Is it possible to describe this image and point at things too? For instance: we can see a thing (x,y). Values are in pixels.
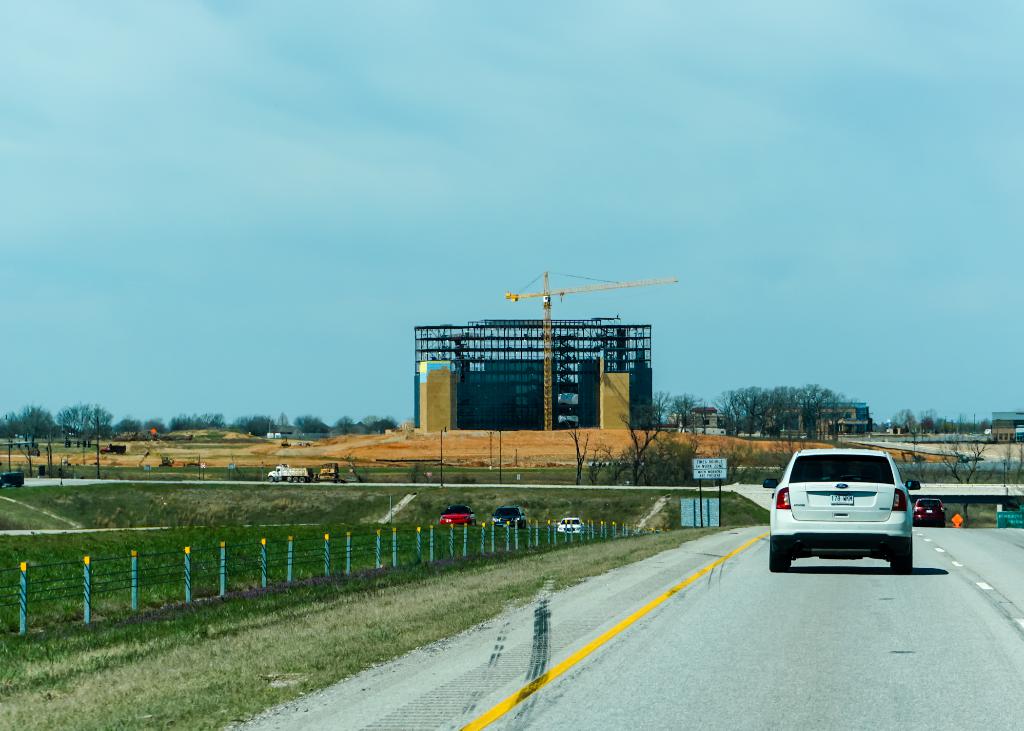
In this image we can see there are vehicles (787,542) on the road (754,661). And at the side, we can see the grass (363,539), fence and boards (686,514). At the back (540,376) there are buildings (717,410), crane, trees (793,398) and the sky (404,182).
